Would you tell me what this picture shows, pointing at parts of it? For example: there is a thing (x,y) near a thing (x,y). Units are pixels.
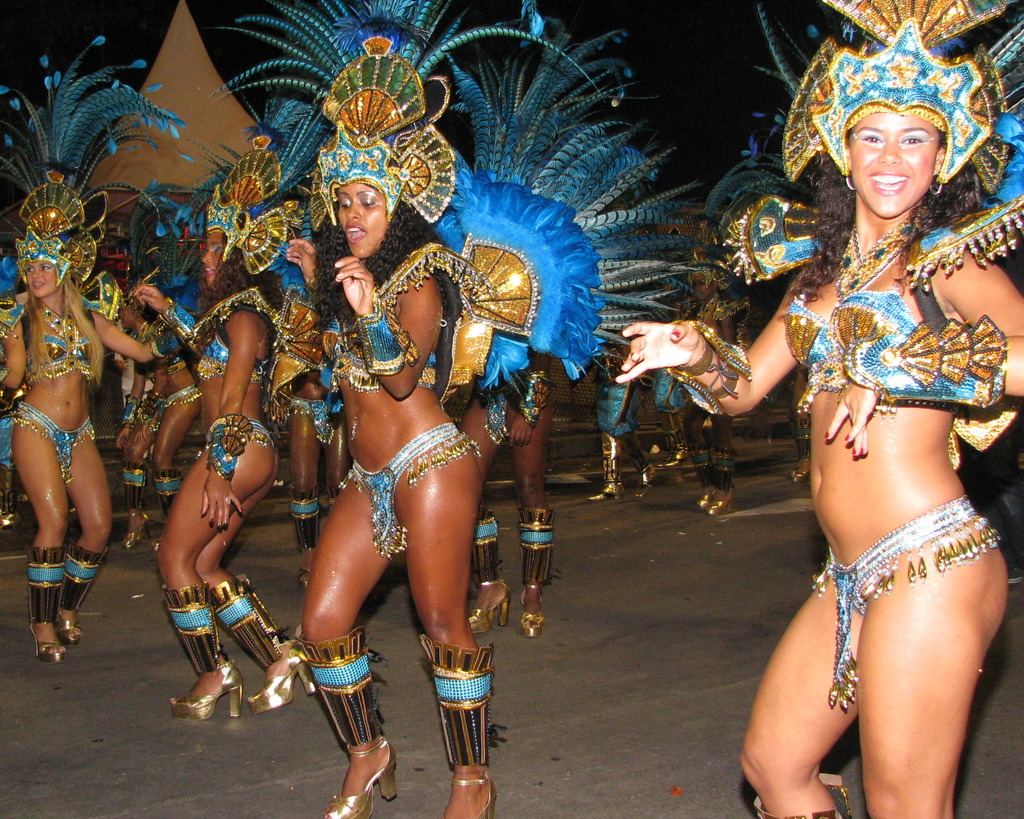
This image is taken outdoors. At the bottom of the image (167,740) there is a road (662,623). In the middle of the image (535,293) a few women (551,550) are dancing on the road (718,627) and they have worn high heels (208,698) and different costumes (283,242) which are made of feathers (296,162).
